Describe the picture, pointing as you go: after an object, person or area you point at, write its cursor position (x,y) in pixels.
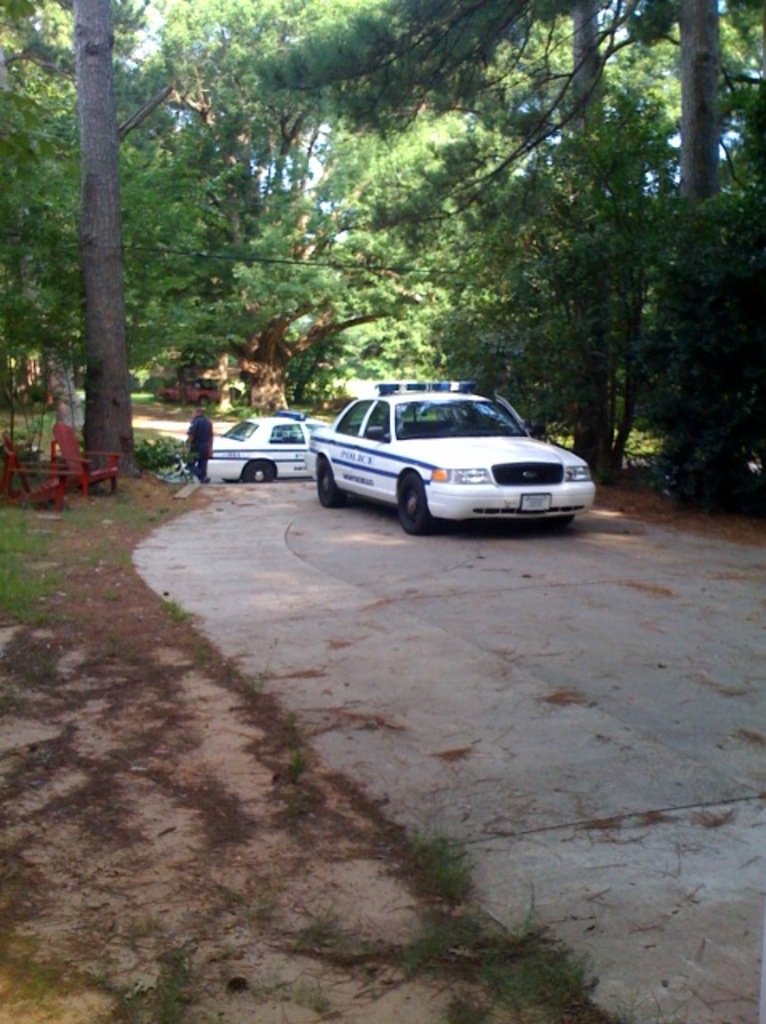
In this image we can see cars (459,447). On the left (196,478) there are chairs (78,482) and a person (193,448). In the background (115,337) there are trees (502,205). At the bottom (179,1013) there is grass (36,590).
